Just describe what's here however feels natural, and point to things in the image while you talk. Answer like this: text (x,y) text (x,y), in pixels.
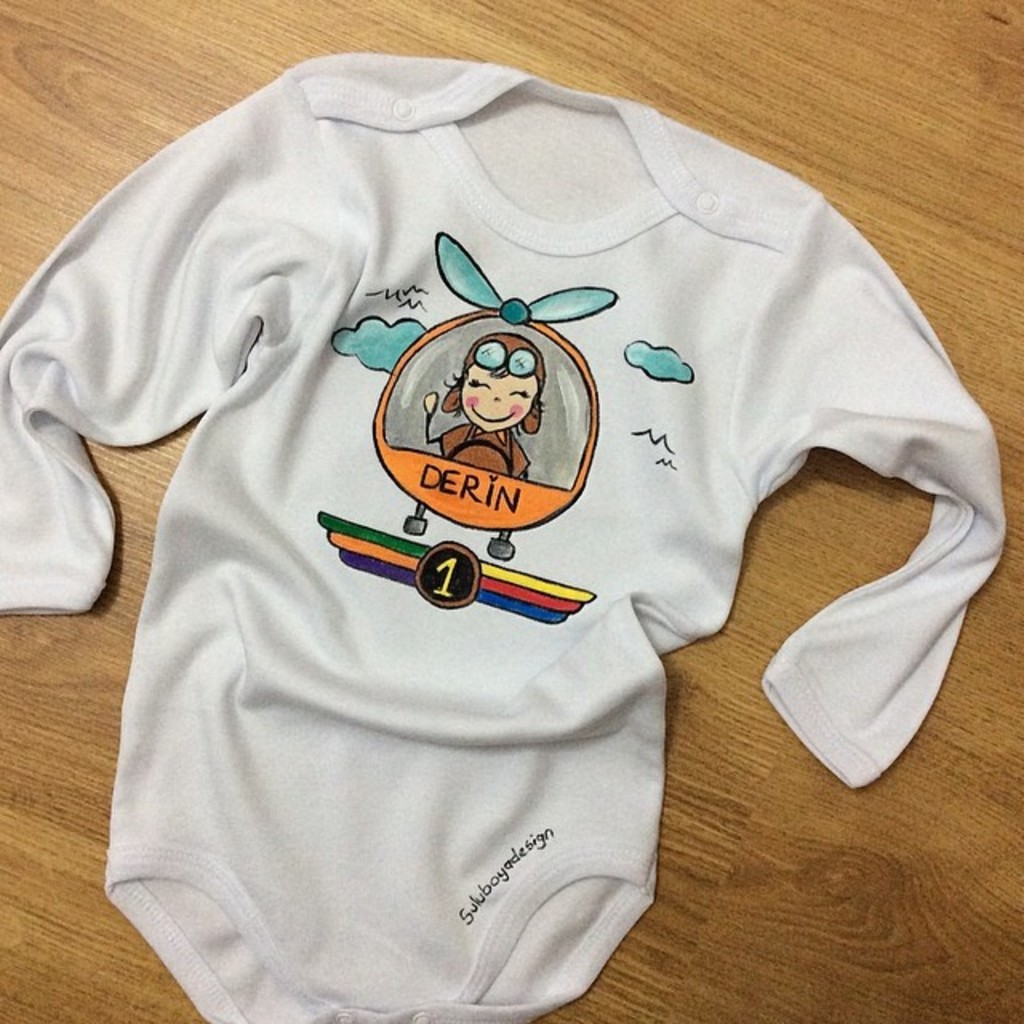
In the picture I can see a white color cloth (486,632) which has cartoon image (440,565) and something written on it. This cloth (481,910) is on a wooden surface (544,55).
